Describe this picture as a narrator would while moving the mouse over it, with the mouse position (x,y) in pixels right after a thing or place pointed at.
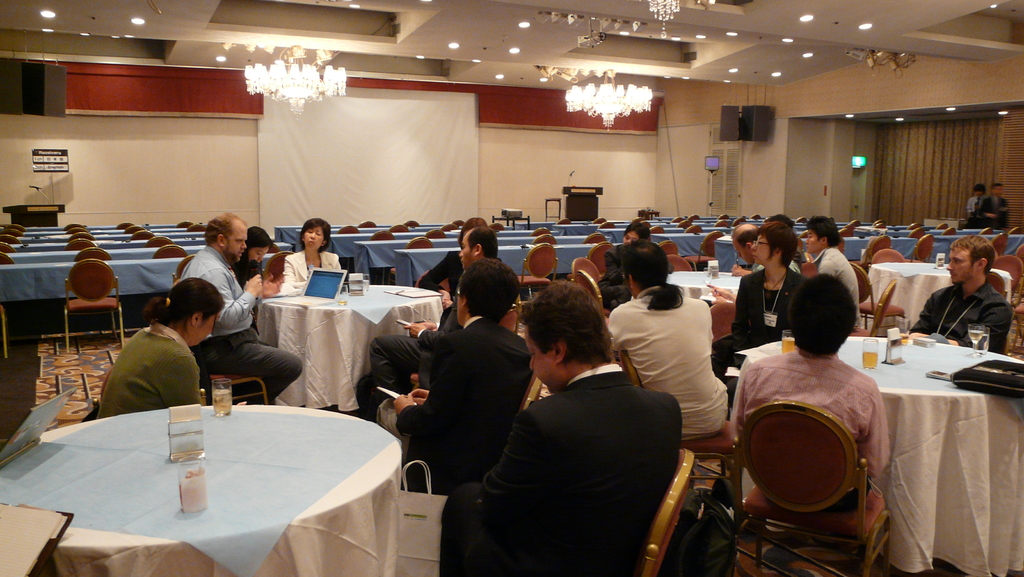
In this picture, there is a tables (228,498) which is covered by a white cloth (294,544) and there are some glasses (199,461) and some peoples (740,337) are sitting on the chair (868,262) and discussing and in the background (646,188) there is wall (549,161) in white color and on the roof (525,30) there are lighting instruments (300,83).
